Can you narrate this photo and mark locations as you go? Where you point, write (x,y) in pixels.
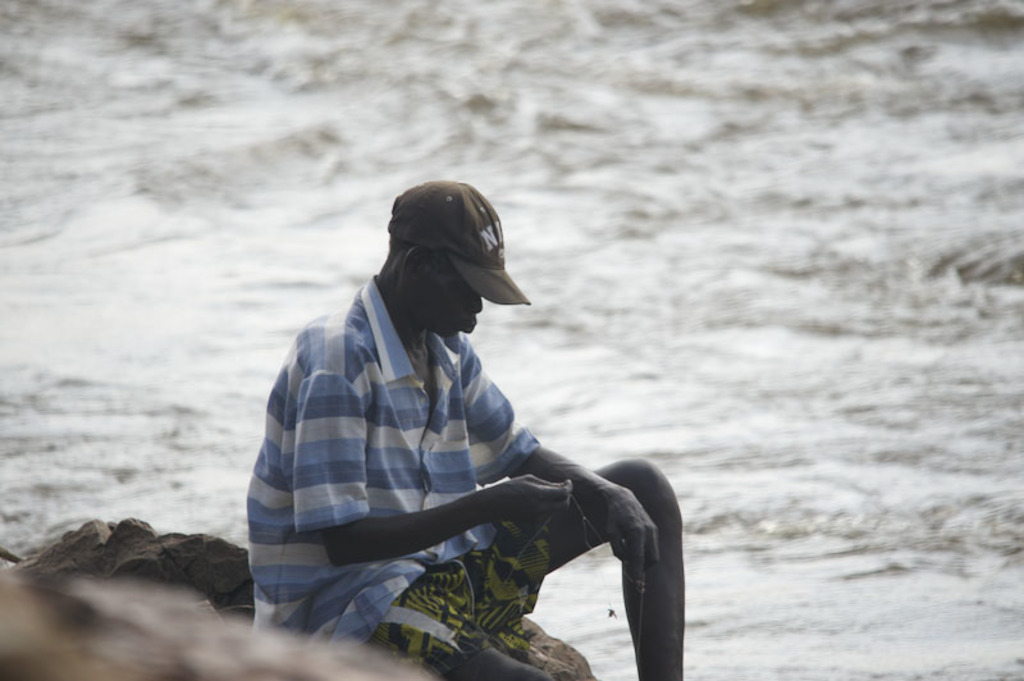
In this picture there is a person (459,364) wearing cap (465,223) is sitting on the rock (353,644) and holding an object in his hand (619,533) and there is water (487,106) beside him.
